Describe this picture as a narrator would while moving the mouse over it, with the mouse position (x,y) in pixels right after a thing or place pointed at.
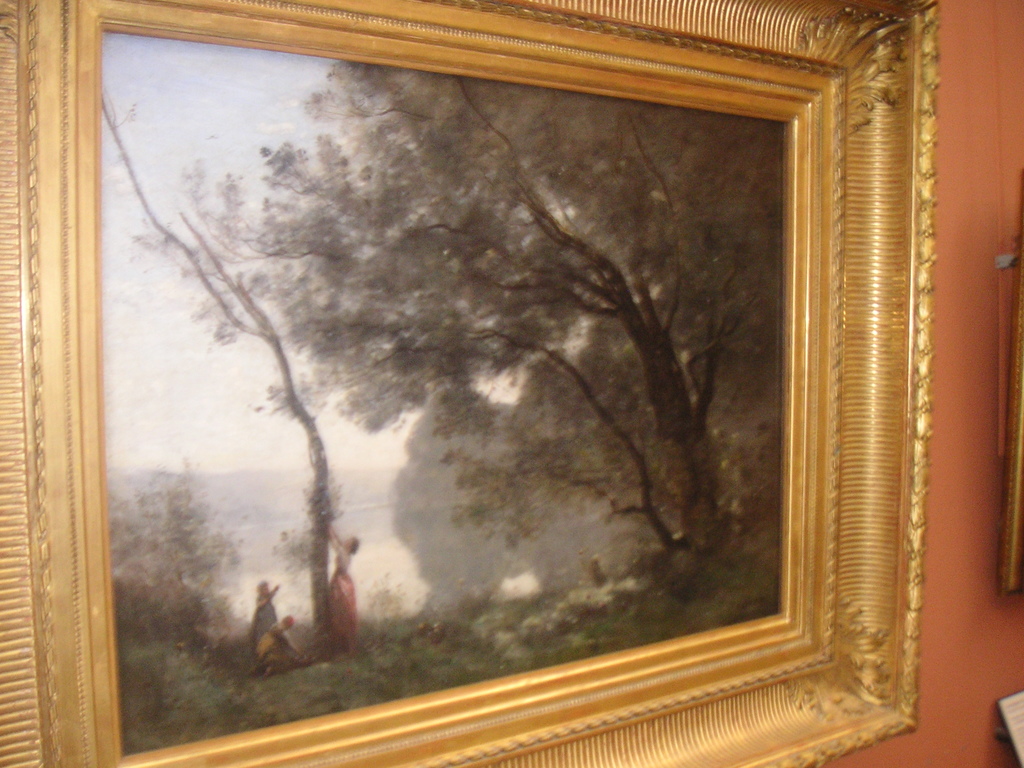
In this picture we can see a photo frame (785,642) in the front (788,637), in the background (937,423) there is a wall (959,193), we can see a tree (688,459) in the photo frame (567,280).
